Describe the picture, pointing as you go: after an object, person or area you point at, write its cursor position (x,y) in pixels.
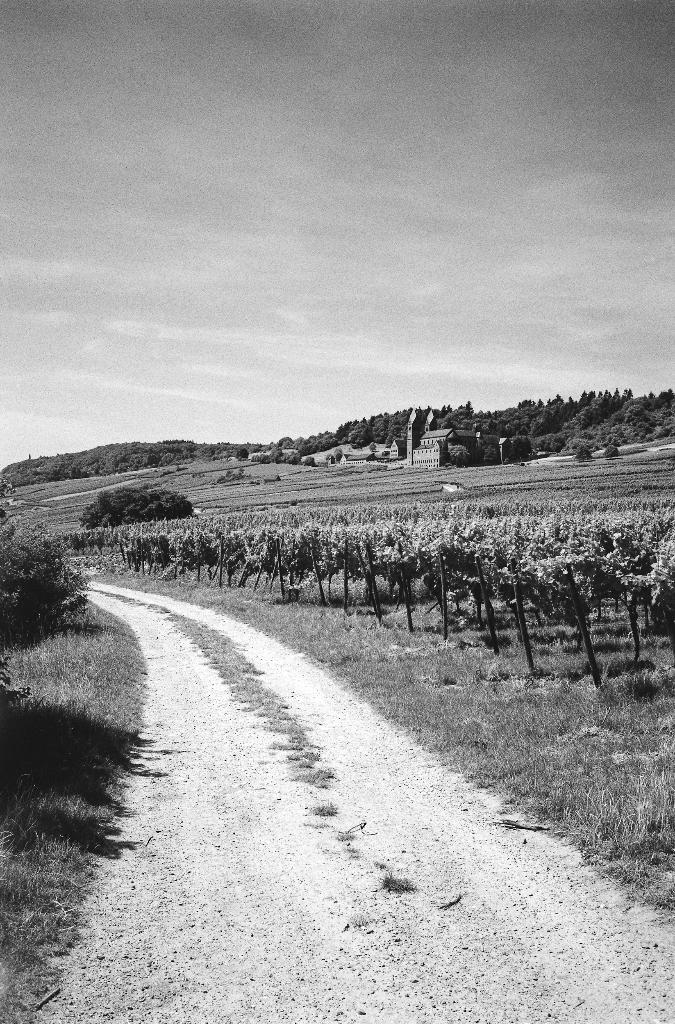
In the picture I can see the road (371,750), beside the road (361,744) there are some trees (454,518), grass (65,792) and some buildings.
